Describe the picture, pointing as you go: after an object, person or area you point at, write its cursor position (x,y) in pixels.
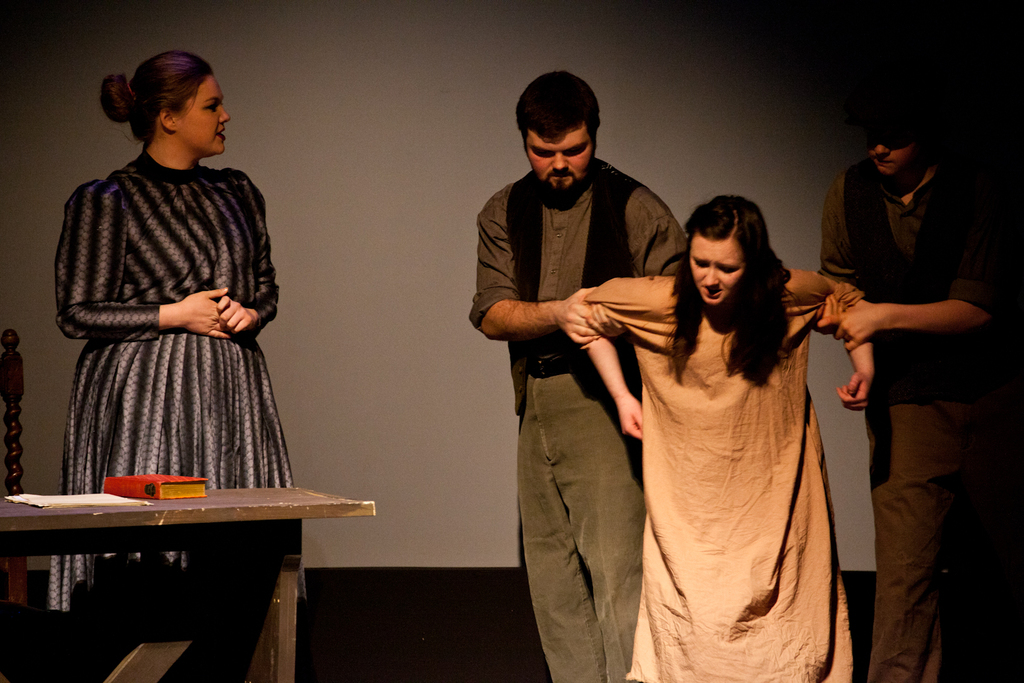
in this picture we can see four people (559,188) two men (544,183) and two women (108,231), I think they are acting in a play, on the left side of the image (272,541) we can see a table (201,507) which consists of a book (171,495).
